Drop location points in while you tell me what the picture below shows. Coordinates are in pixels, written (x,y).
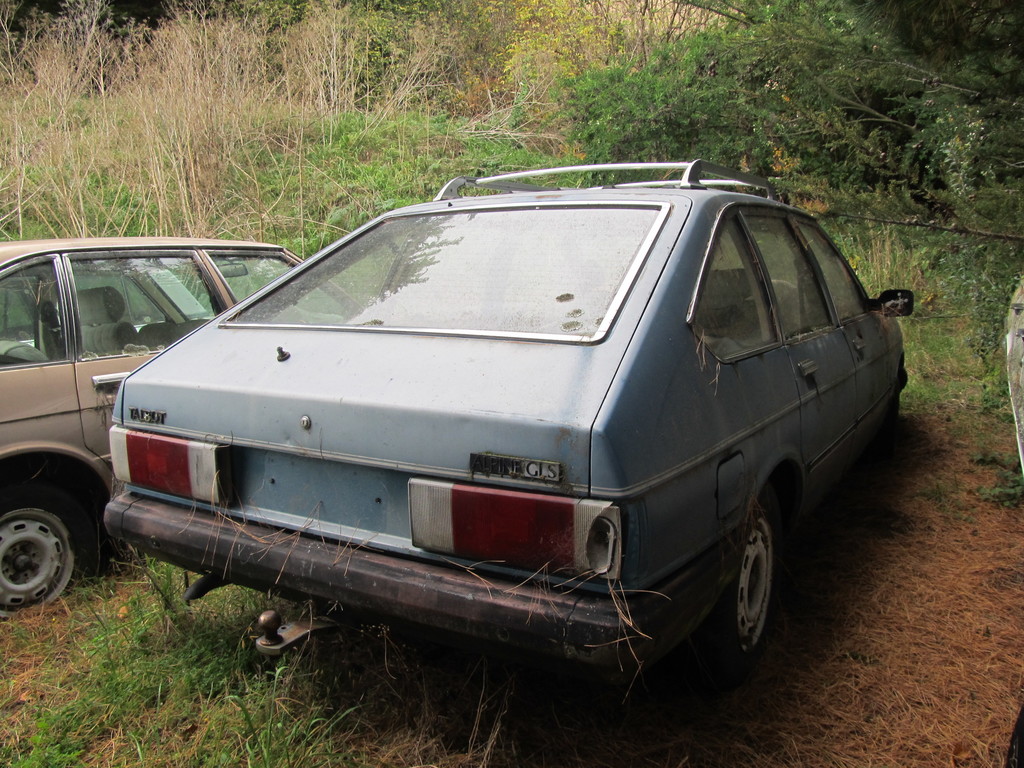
In this image, we can see two cars (231,335), there are some green color plants (729,139).
